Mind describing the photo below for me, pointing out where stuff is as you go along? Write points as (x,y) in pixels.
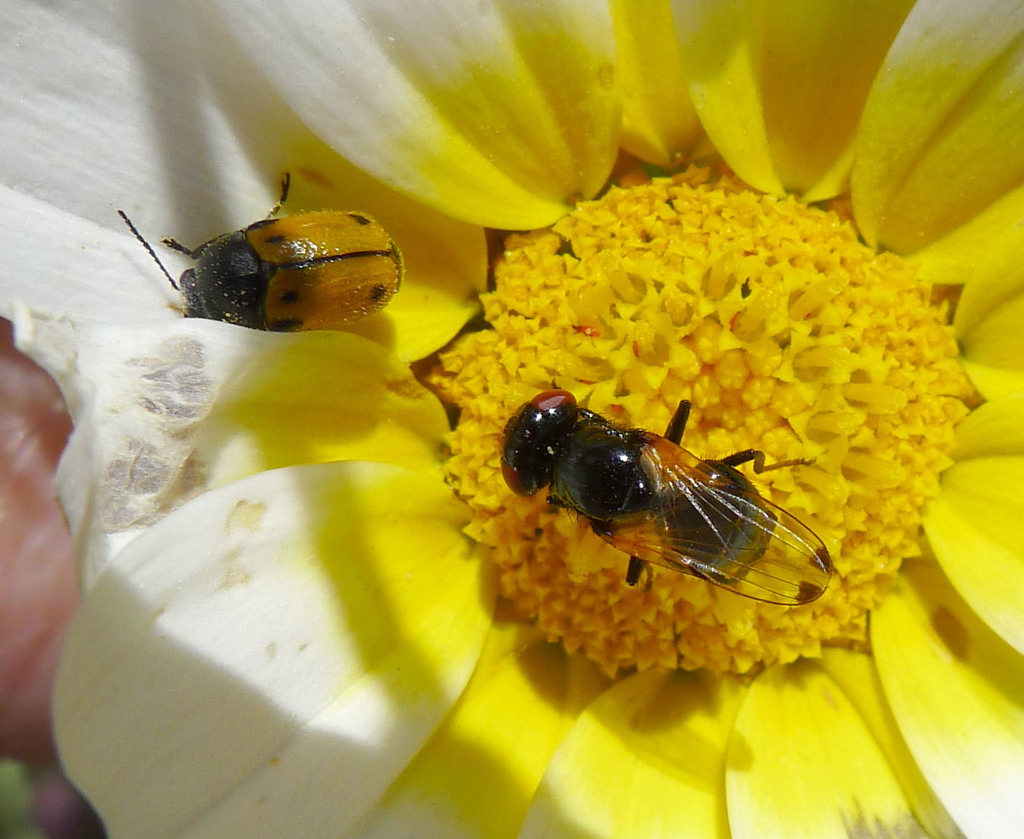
On a flower (290,114) we can see insects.
